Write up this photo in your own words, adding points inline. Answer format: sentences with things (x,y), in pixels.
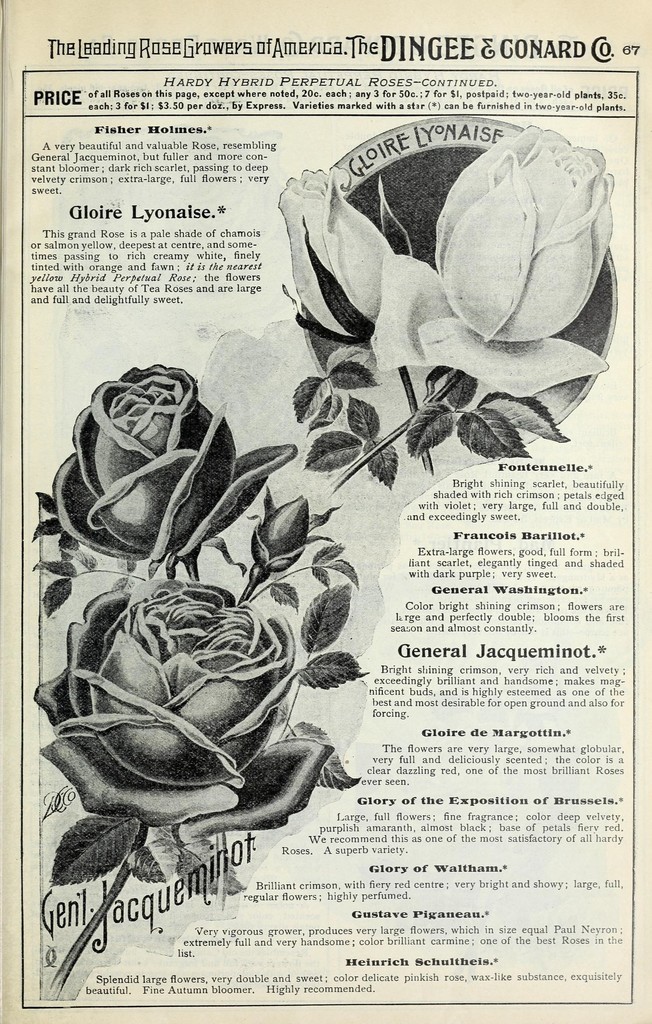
In this picture I can see a paper (475,639), there are words (273,142), numbers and photos (309,503) of roses (162,365) on the paper (332,725).
